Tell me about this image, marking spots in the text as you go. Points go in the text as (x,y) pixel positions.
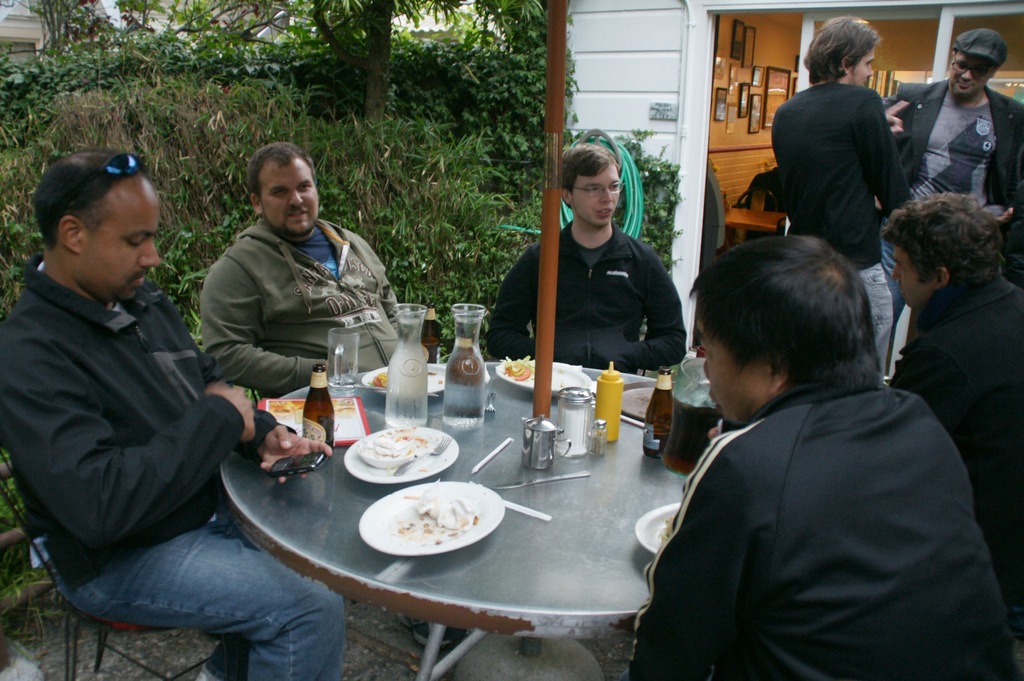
There are five people (322,276) sitting on the chairs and two people (942,175) are standing. This is a table (488,549). there is a plate (429,535) with food (403,431), beer bottle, tumbler (347,365), glass bottles (469,385) and some other objects (595,447) placed on it. At background (731,114) I can see photo frames (756,100) attached to the wall (787,61) and these are the trees (376,100) and small plants (431,229).
